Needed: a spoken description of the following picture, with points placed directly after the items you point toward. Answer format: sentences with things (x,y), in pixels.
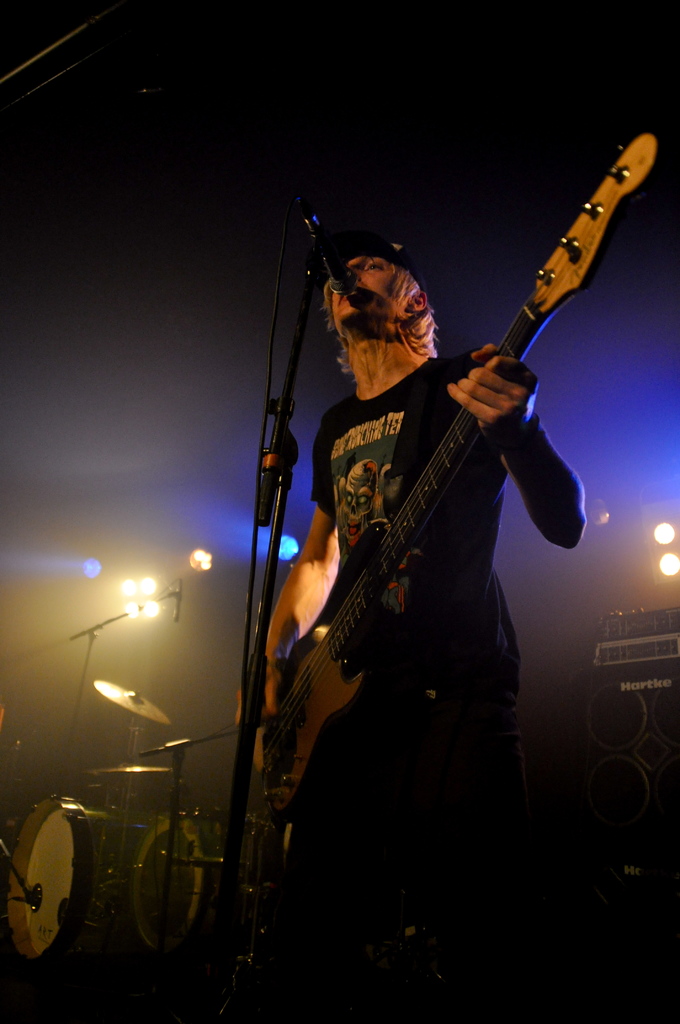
In this picture i could see a person (420,379) holding a guitar (514,333) in his hand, there is a mic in front of him and in the left corner of the picture (54,914) there are drums (85,879) and in the back (150,587) there are some flash lights (208,558). The person (572,482) is in black t shirt (378,451) and black pant (415,837). In the right corner (633,663) there is an instrument (635,662).
